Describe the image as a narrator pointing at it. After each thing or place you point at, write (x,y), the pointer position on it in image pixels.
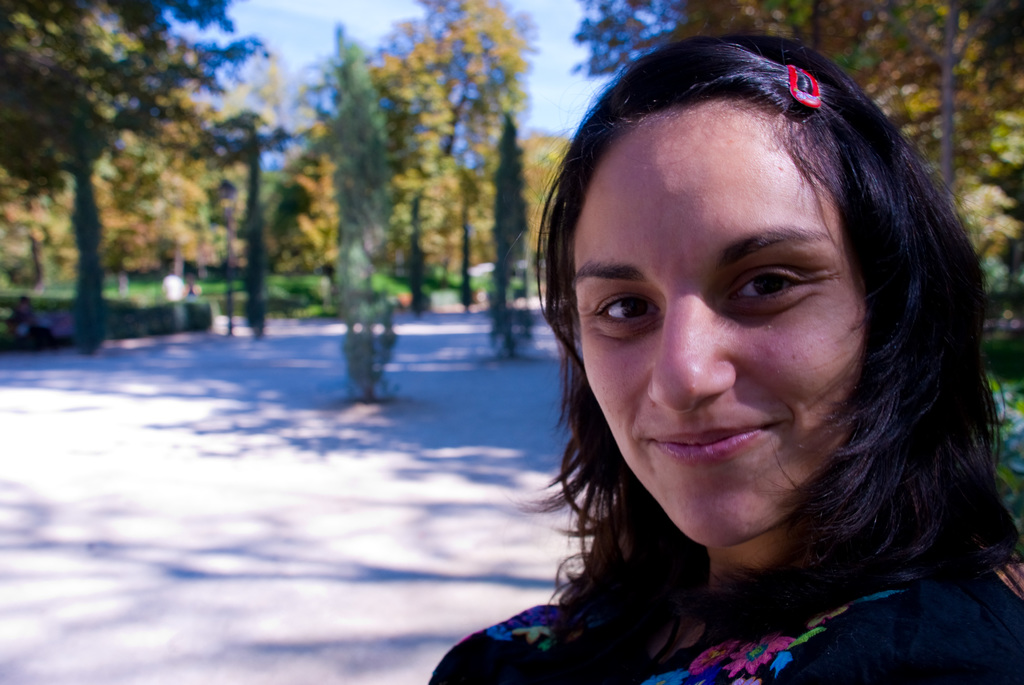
In this I can see on the right side (837,344) a beautiful woman (766,406) is smiling, at the back side (533,145) there are trees (553,140). It looks like a park (384,312).
